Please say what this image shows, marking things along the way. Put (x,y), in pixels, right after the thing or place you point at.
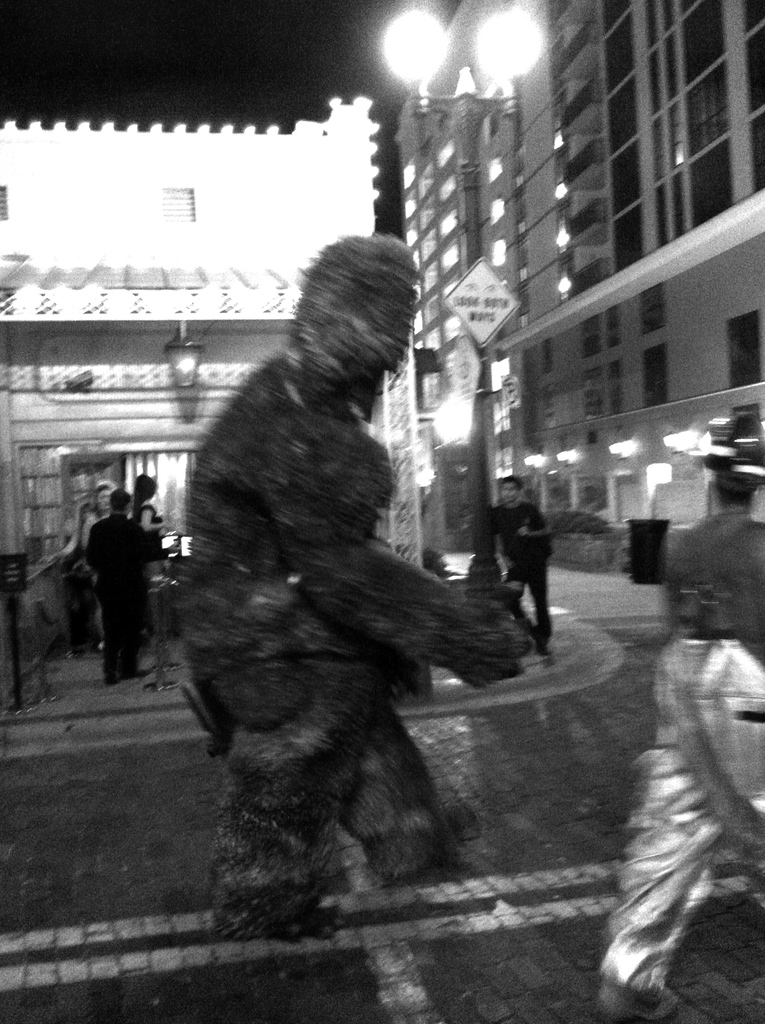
In this picture I can see buildings (46,192), few lights (513,60) and I can see few people (150,577) standing and couple of them (737,745) walking and I can see dark sky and a board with some text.
